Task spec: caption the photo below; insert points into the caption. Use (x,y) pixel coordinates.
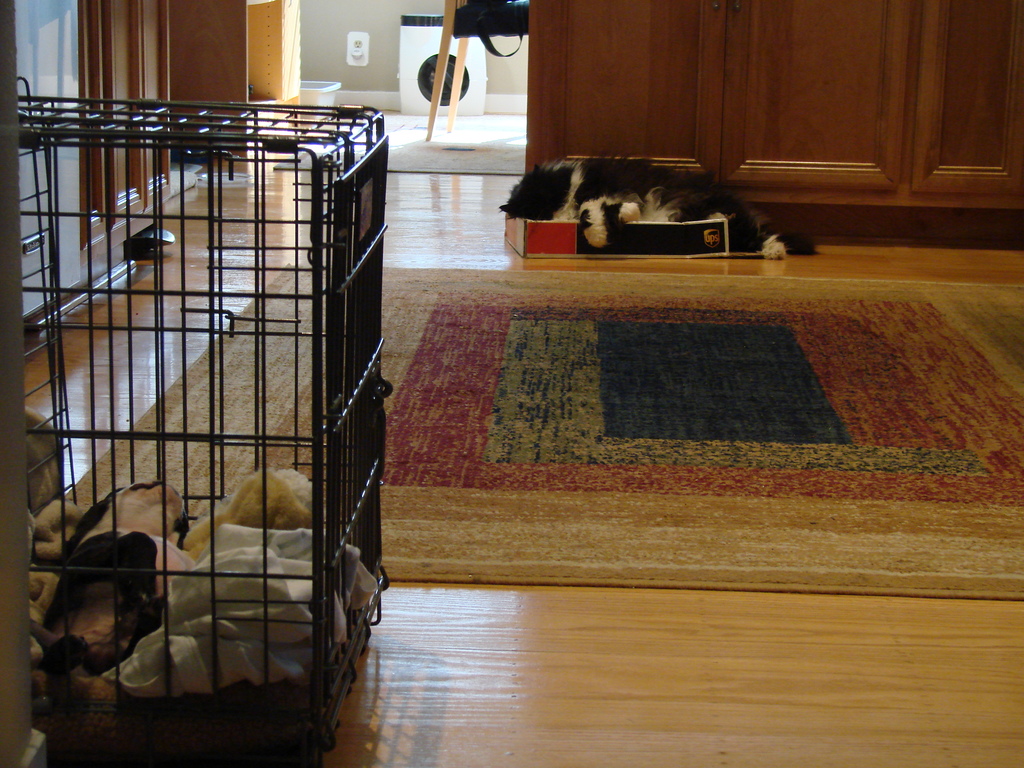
This image is taken indoors. At the bottom of the image (597,669) there is a floor (663,611) with a mat (614,353). On the left side of the image (235,573) there is a cage (256,192) with a few things (145,552) in it. In the middle of the image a cat (751,241) is lying on the box (642,255). In the background (391,81) there are a few walls (307,28) and there is a device (417,72) on the floor (508,185).
